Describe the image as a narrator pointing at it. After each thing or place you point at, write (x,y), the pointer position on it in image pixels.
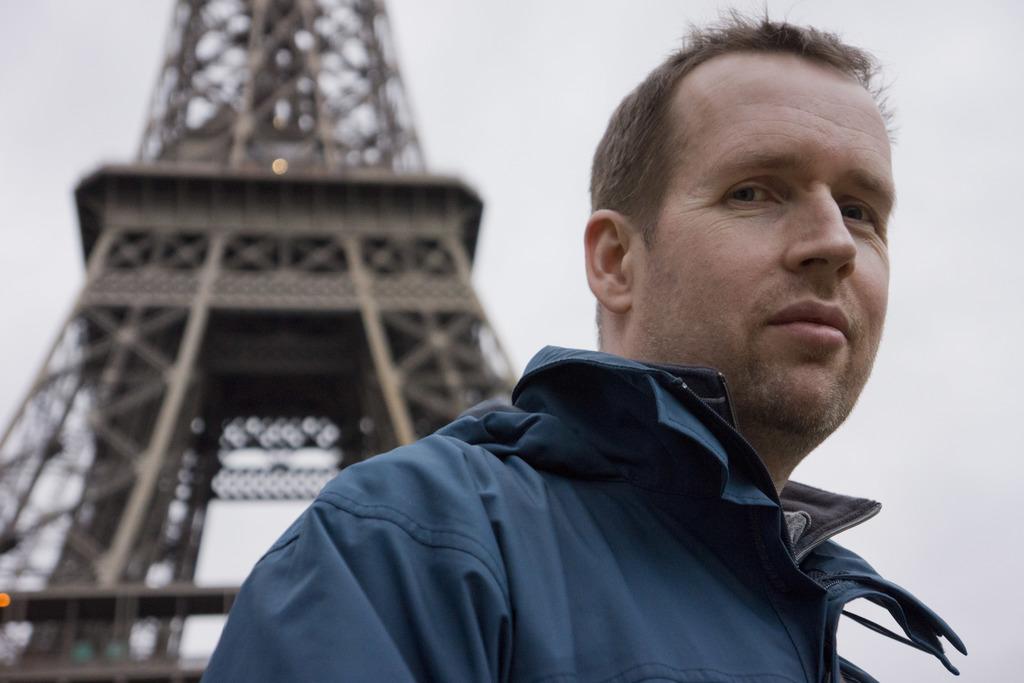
In this image, we can see a person (448,680). We can also see the Eiffel tower (472,220) and the sky (666,19).
